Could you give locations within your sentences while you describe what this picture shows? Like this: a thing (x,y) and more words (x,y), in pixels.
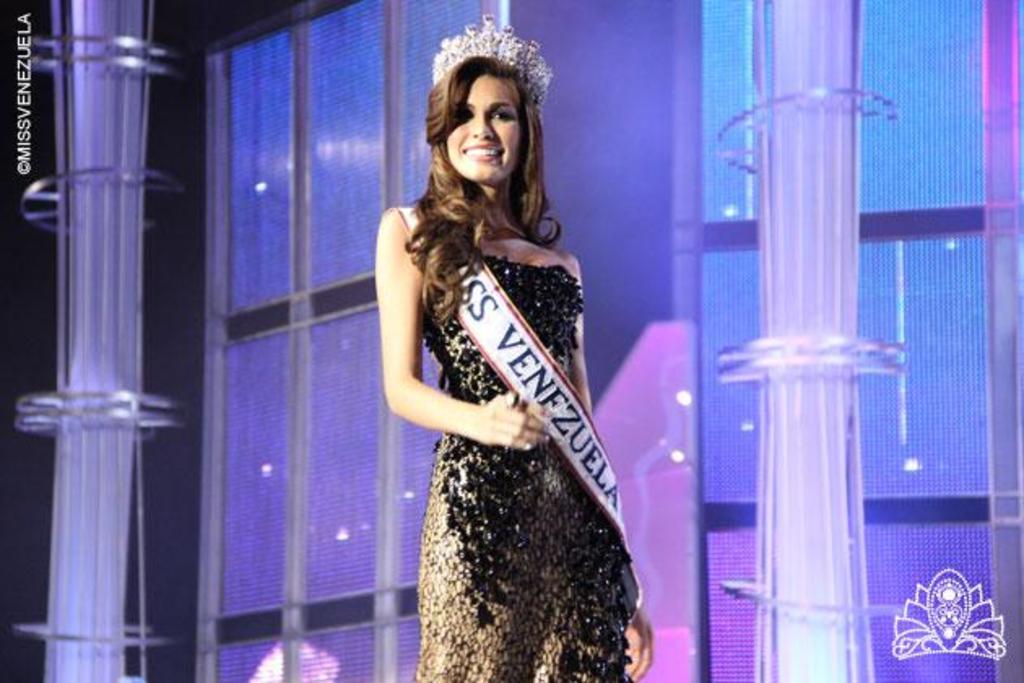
In this image, we can see a person (526,318) standing in front of the glass wall (329,279). This person (455,238) is wearing clothes (483,322) and crown (518,49). There is a pole (137,395) on the left (80,471) and on the right side of the image (768,346).
